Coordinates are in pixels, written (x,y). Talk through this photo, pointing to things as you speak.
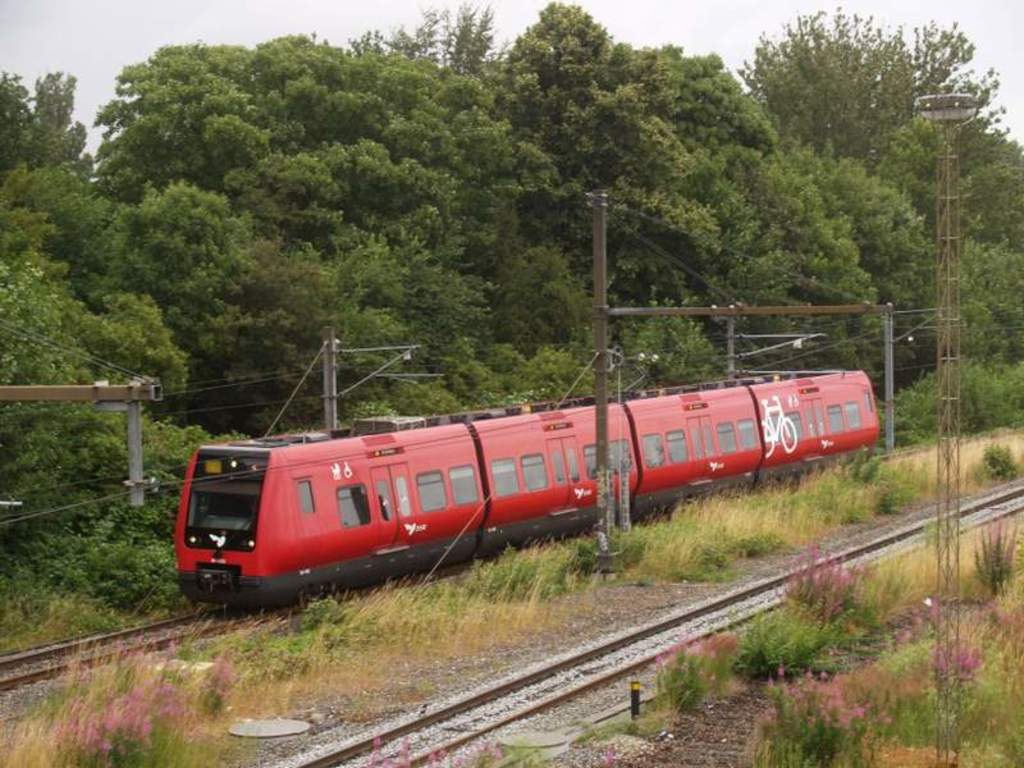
Train (431,521) is on the track (79,646). Here we can see grass (876,717), poles (598,403) and trees (522,177).
